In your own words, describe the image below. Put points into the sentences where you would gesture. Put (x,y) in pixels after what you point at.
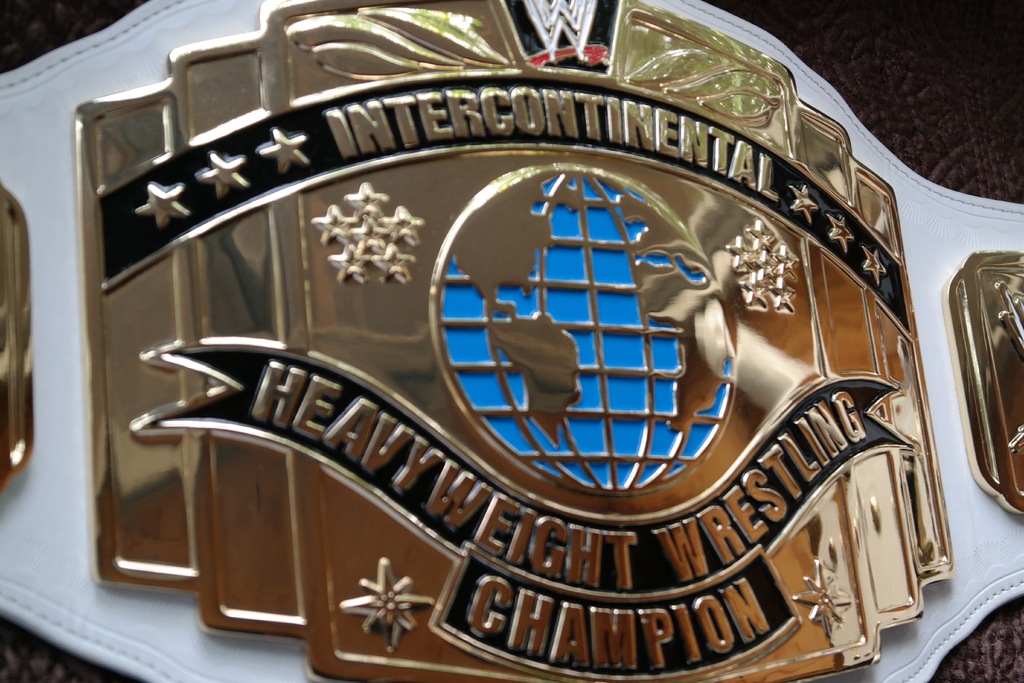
In this image we can see a championship belt (401,682) with some logos (593,40) and some text (726,139) on it.
